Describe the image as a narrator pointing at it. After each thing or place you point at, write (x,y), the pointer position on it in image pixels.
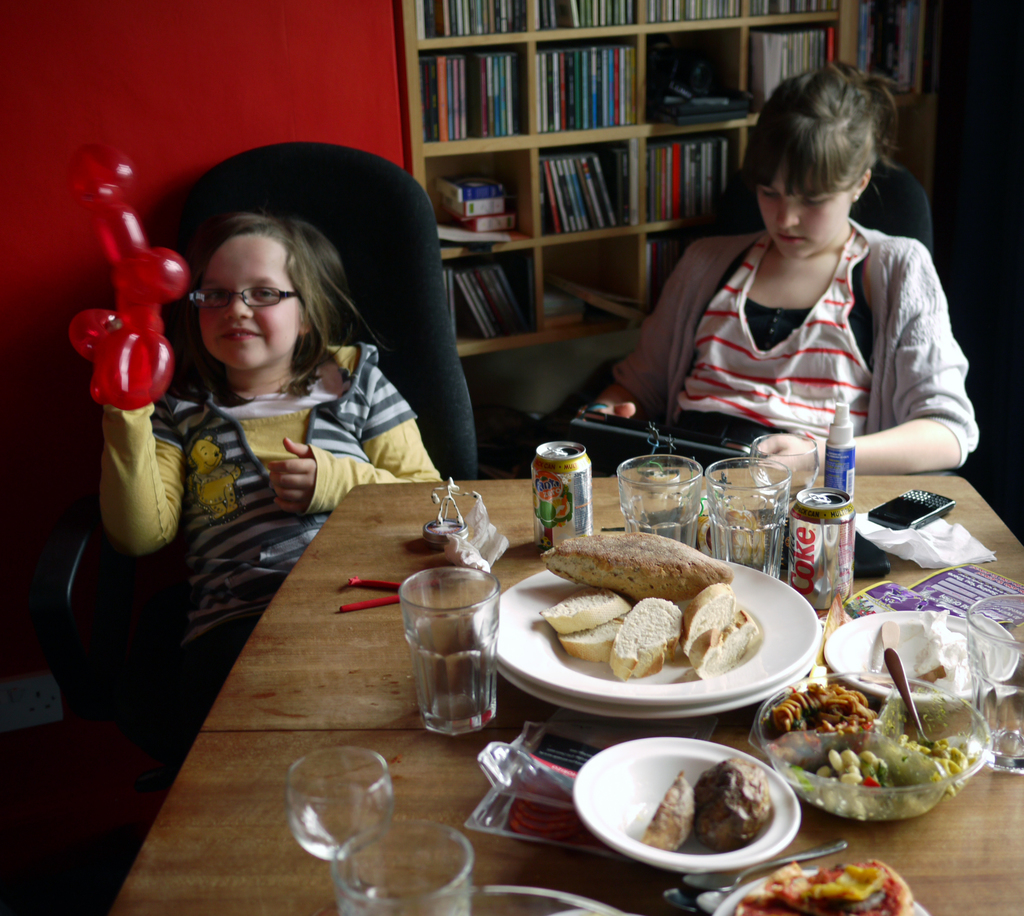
In this picture we can see two girls (312,372) are sitting on chairs (414,362) and one girl (265,403) is holding a balloon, in front of them we can see a table (309,677), on this table (322,695) we can see glasses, coke tins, plates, bowls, spoons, food items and some objects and in the background (223,87) we can see a wall (305,81), shelves (577,44) and books (757,11).
